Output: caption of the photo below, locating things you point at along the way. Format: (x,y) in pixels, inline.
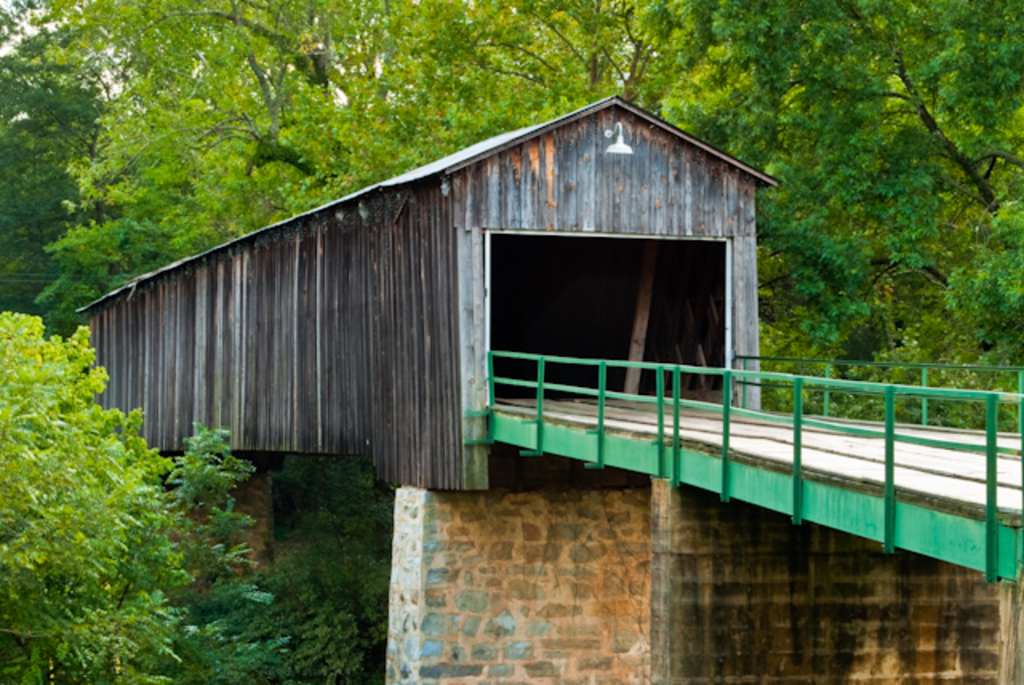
In this picture I can see a bridge (705,483) and I see the tunnel (478,257). In the background (100,175) I can see number of trees (828,106).
